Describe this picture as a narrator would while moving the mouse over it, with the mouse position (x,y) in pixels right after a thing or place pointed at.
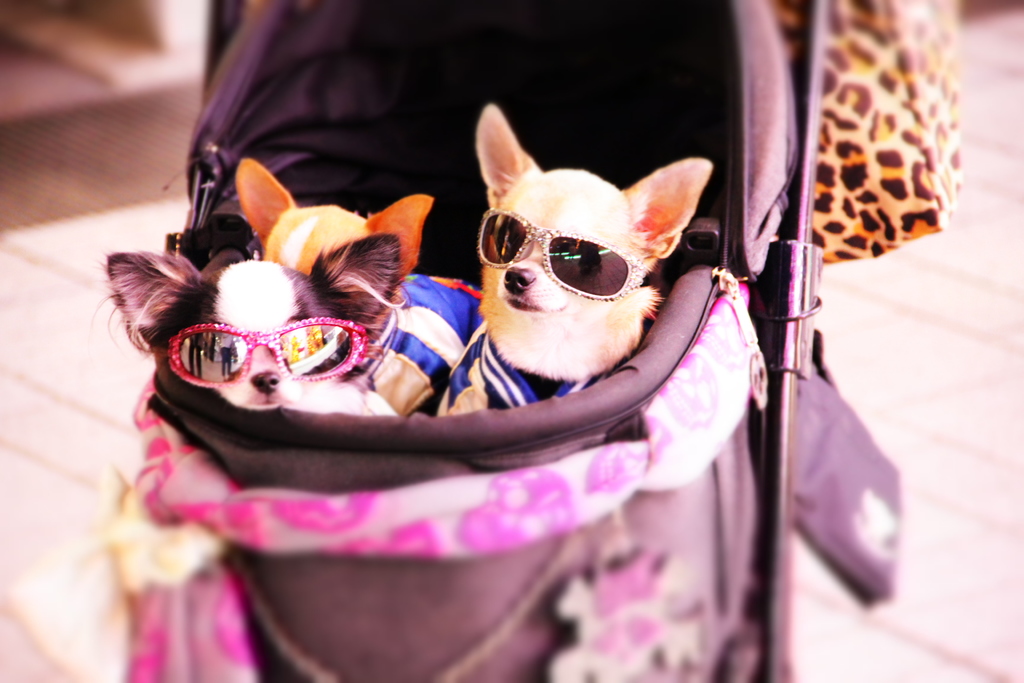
This image is taken outdoors. At the bottom of the image (921,617) there is a floor (953,305). In the middle of the image (364,426) there is a baby carrier (239,82) and there are a few puppies (533,355) in the baby carrier (641,172). There is a cloth (194,505) tied to a baby carrier (756,316) and it is pink in color.
